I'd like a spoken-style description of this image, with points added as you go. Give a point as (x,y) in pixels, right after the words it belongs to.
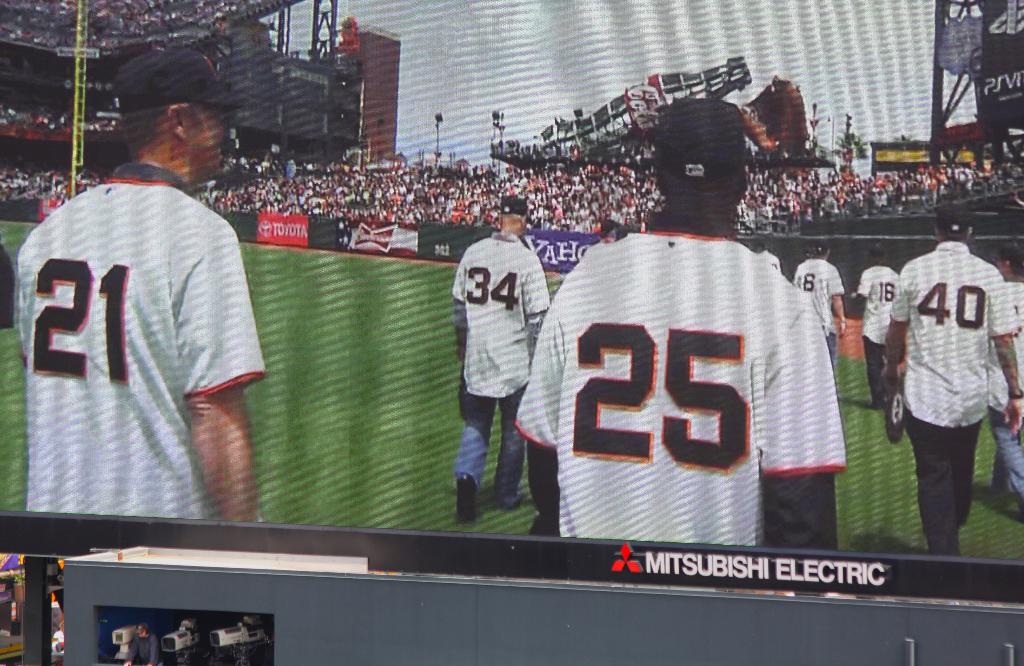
In this image I can see a huge screen (641,326) and in the screen (384,309) I can see few persons (502,348) standing, few boards (584,256), number of persons (495,216) in the stadium (298,175), few trees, few light poles (815,133) and the sky (602,75).
